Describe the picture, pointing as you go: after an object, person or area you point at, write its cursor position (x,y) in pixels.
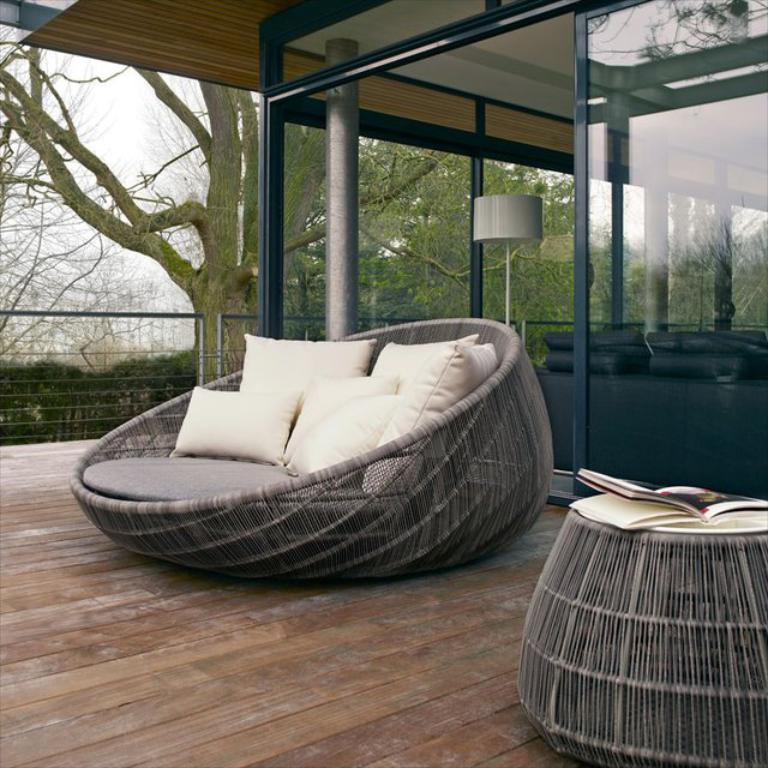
In this image I see a cushion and book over here on the table (547,723). In the background (681,396) i see the lamp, sofa set (564,335), few trees (460,260) over here.
